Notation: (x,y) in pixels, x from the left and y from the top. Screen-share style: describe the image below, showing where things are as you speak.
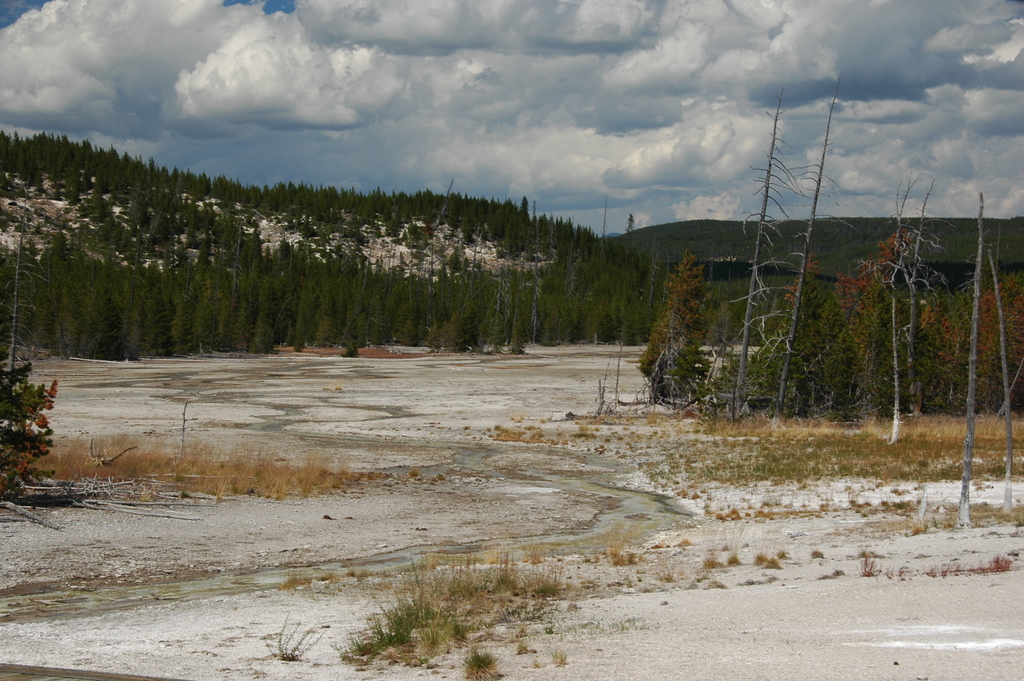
In this image we can see plants (549,441). In the background (413,280) there are trees (678,302). Also there is sky (571,94) with clouds (692,125).
